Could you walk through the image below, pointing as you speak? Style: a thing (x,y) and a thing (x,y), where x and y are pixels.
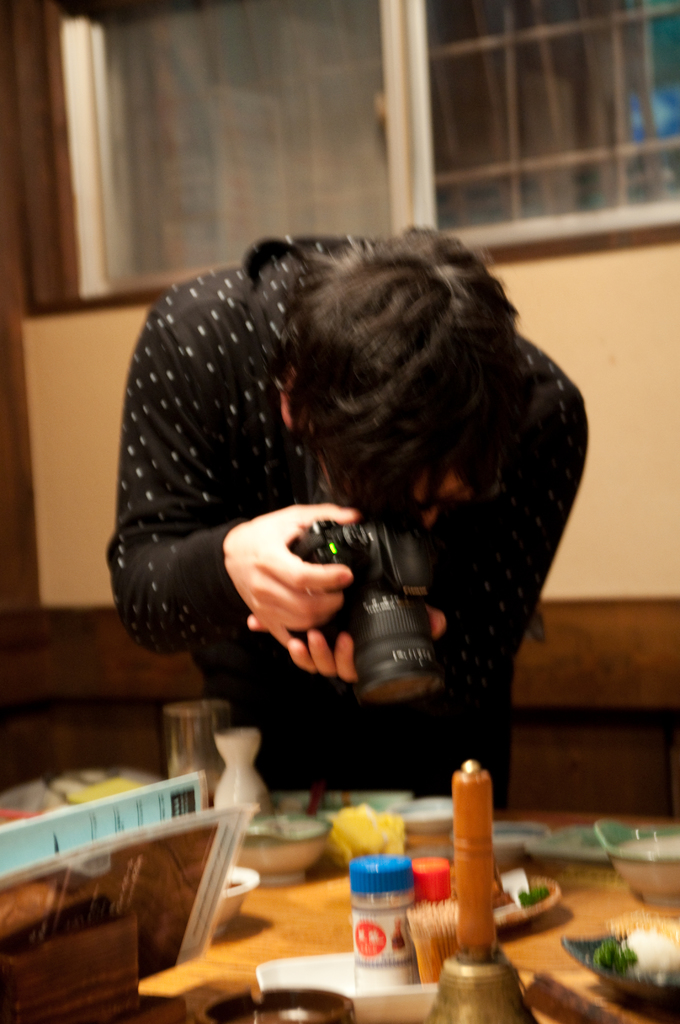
in this picture we can see a person (329,465) taking a photograph by keeping a camera (370,573) on his hands (336,570) we can also see a table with different types of items (372,923) on it.
